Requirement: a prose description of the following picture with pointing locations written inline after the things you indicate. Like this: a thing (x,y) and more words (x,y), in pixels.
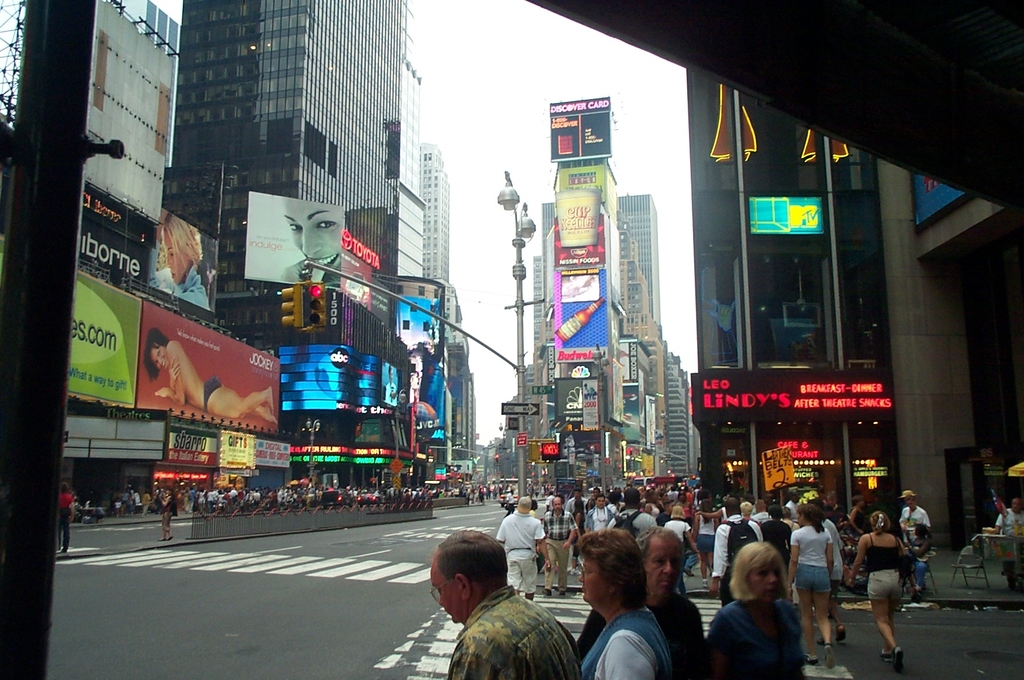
This picture is clicked outside. In the center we can see the group of persons (587,567), we can see a chair (973,562) and some other objects (1006,555). In the background (501,266) we can see the sky (486,128), buildings (872,174) and we can see the lamps (528,230) attached to the pole (521,328) and we can see the text (826,387) and some pictures (306,248) on the banners (173,276) and we can see many other objects (23,598) and the Zebra Crossing (588,610).
